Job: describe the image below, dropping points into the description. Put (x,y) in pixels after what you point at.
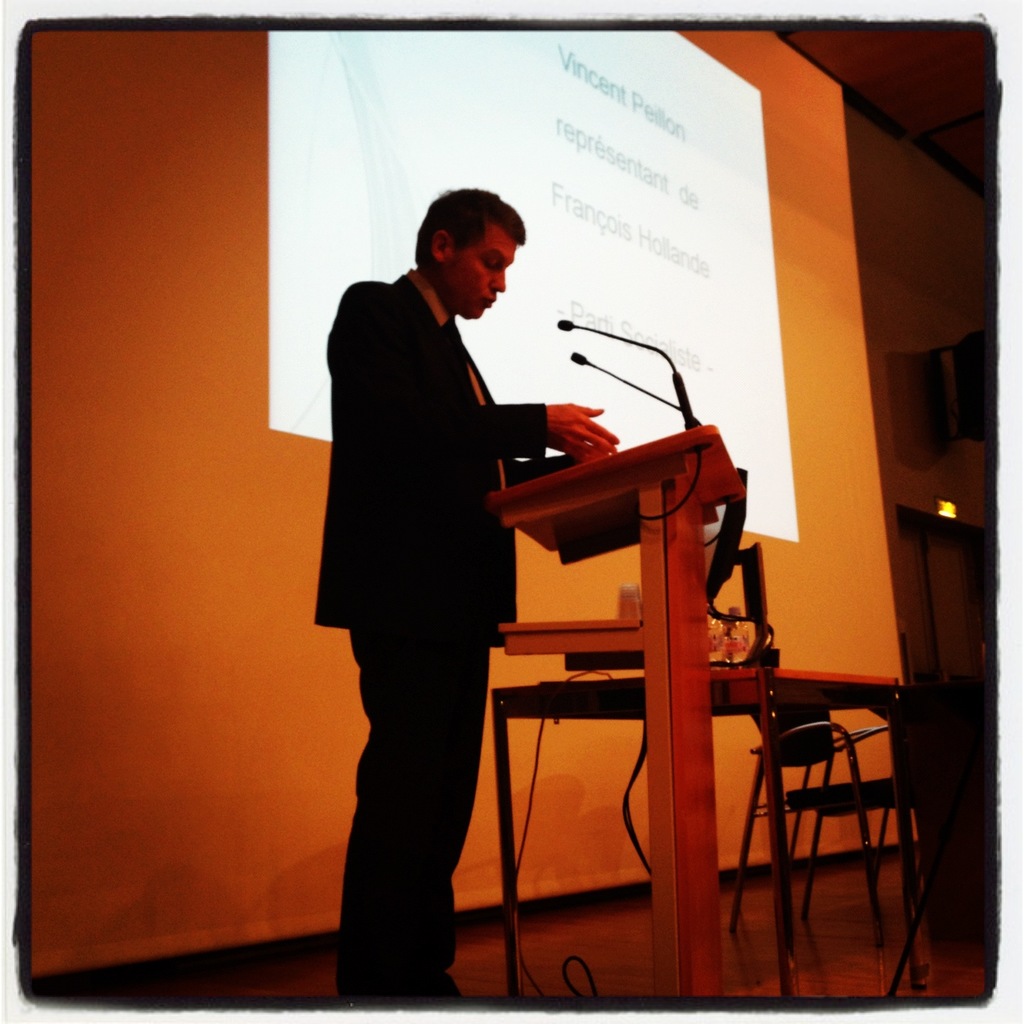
In this image I can see a man (371,910) is standing. I can also see mics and a podium (682,689). In the background (675,291) I can see projector's screen (594,276), a table (802,673) and a chair (852,753).
